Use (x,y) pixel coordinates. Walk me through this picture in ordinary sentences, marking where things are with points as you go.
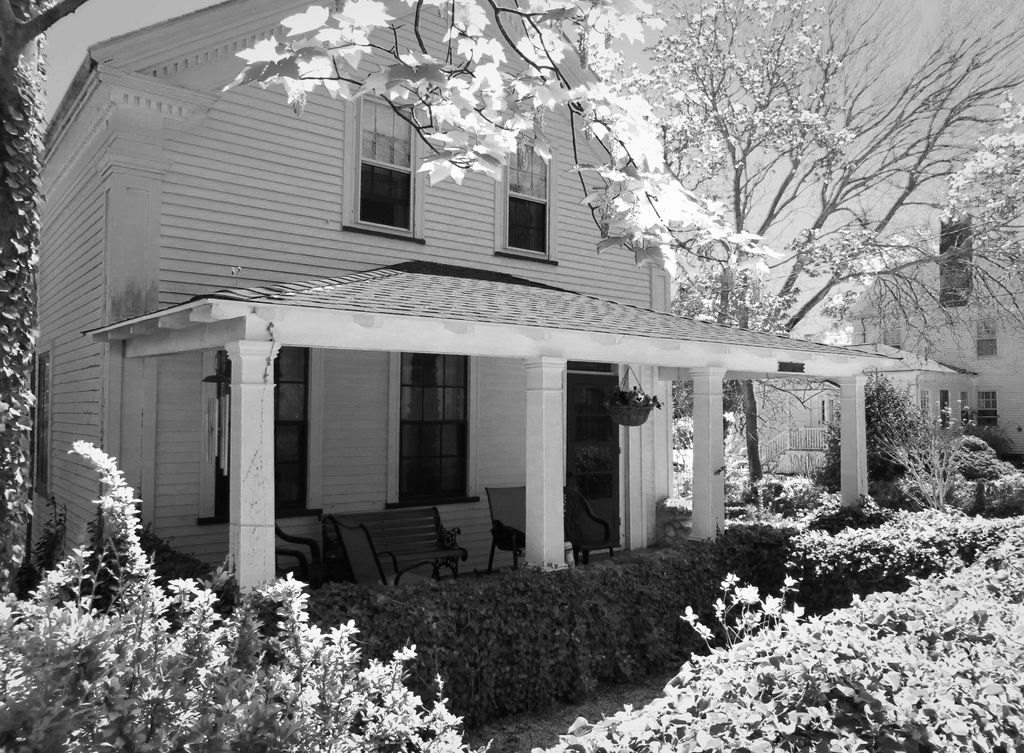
This is a black and white image. In this image we can see a house (423,487), chairs (352,541). At the bottom of the image (747,626) there are plants (855,603). In the background of the image (780,314) there is a tree (829,133), sky (62,50).
